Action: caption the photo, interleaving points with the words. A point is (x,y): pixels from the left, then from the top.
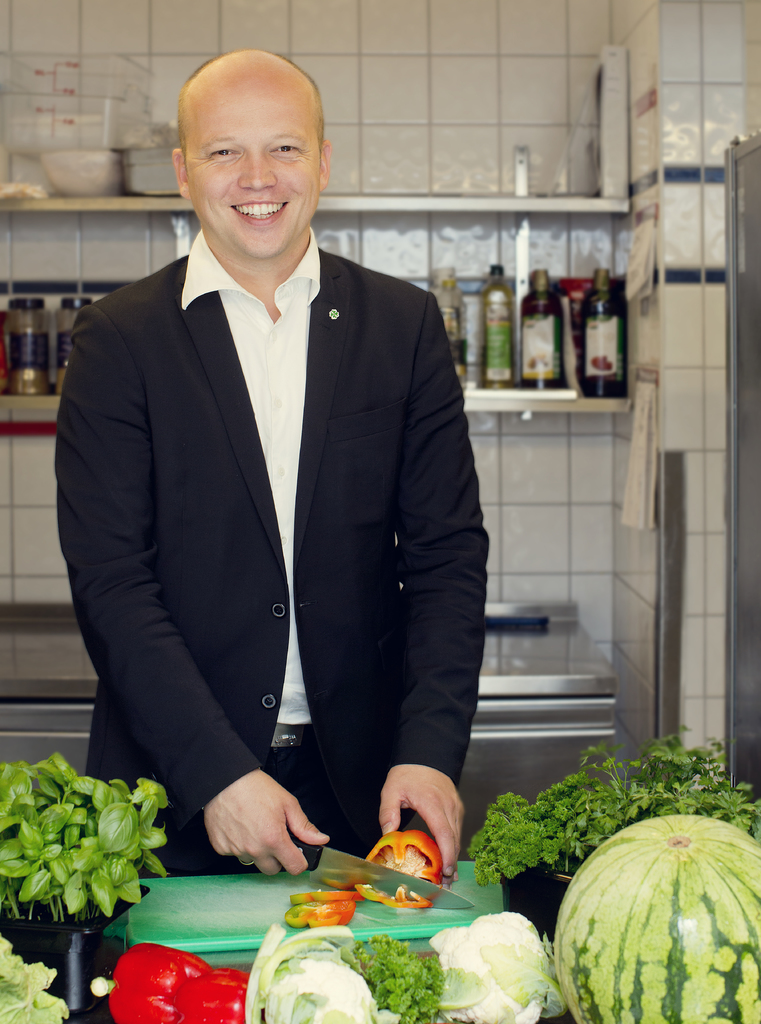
A person (323,611) is standing wearing suit (307,796) and holding a knife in his hand (291,869). In front of him there is a chopping board (209,921), vegetables (437,863) and watermelon (662,869). Behind him there are bottles (499,282) in the shelves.
